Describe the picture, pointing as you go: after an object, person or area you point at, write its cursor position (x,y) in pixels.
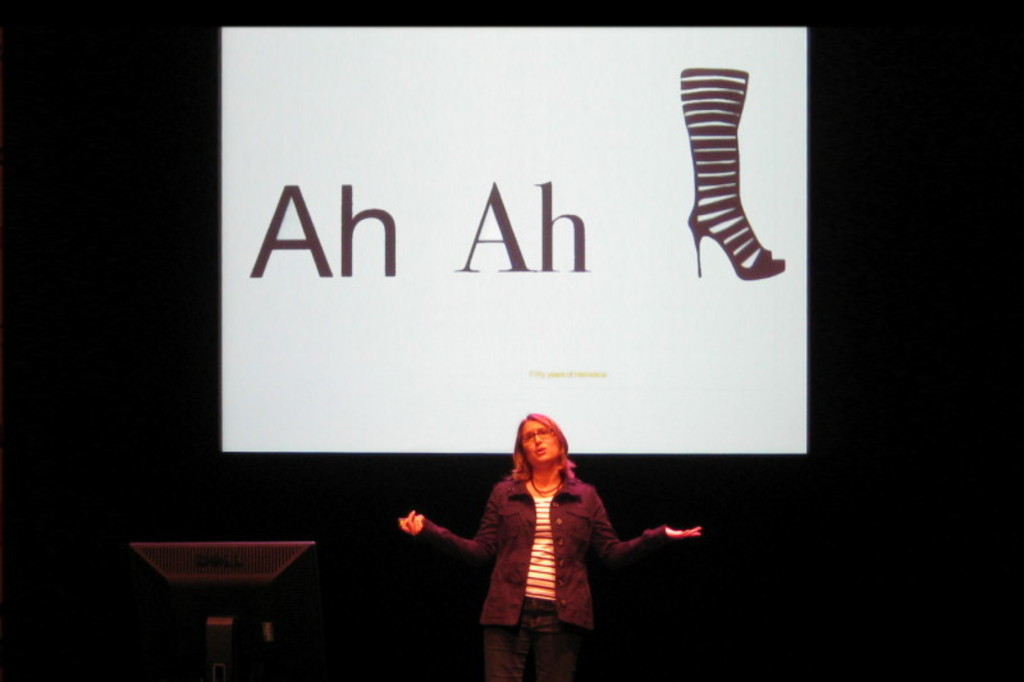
In the middle of the image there is a lady (520,622) standing. Beside the lady (521,636) there is a monitor (257,583). Behind her there is screen (503,229) with text (386,218) and an image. And there is a dark background (81,149).
